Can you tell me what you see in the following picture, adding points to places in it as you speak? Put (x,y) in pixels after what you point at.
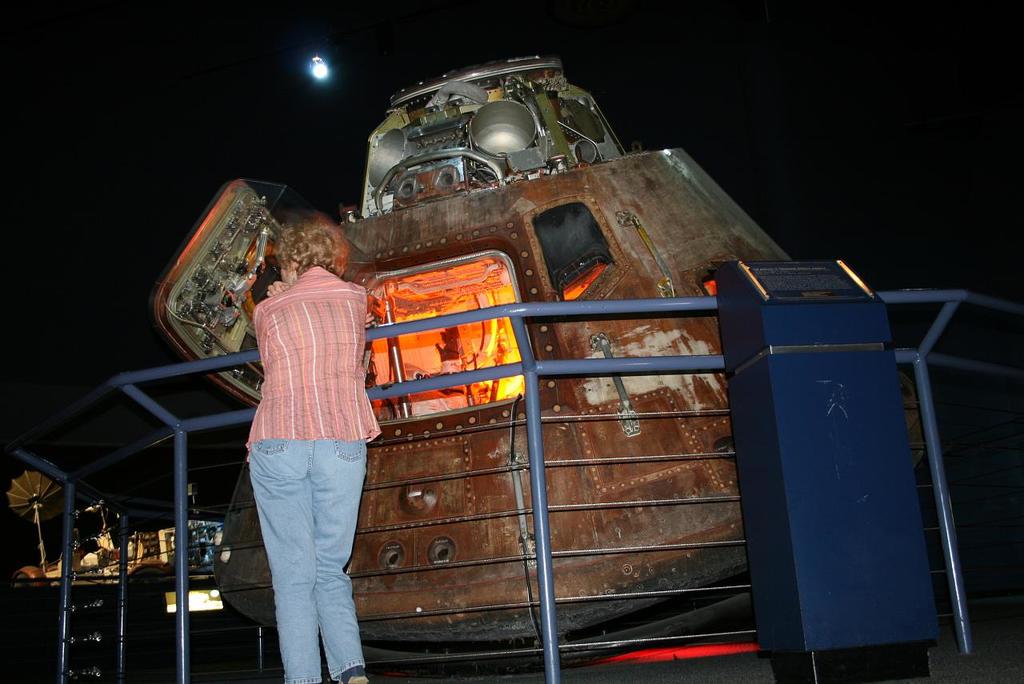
There is one woman (347,464) standing as we can see on the left side of this image (286,479), and there is a metal object (496,448) present in the middle of this image (421,359).
